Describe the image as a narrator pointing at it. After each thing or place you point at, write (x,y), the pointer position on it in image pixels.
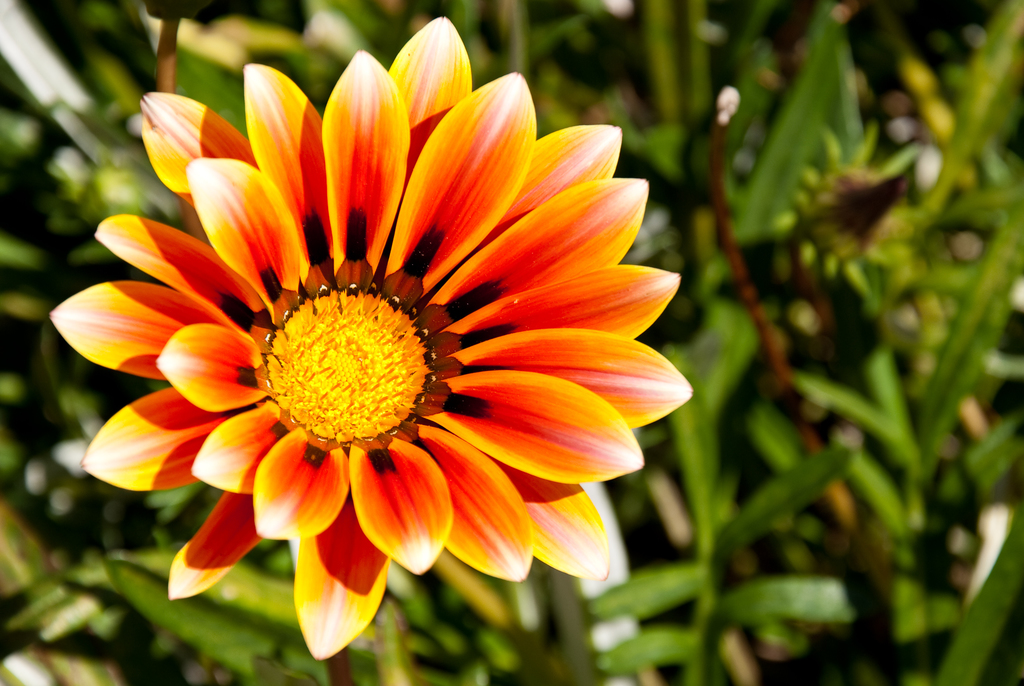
In the foreground of this picture (353,226) we can see the flower (413,322). In the background (846,88) we can see the green leaves (800,96) and some objects (84,209) of the plants (764,190).
